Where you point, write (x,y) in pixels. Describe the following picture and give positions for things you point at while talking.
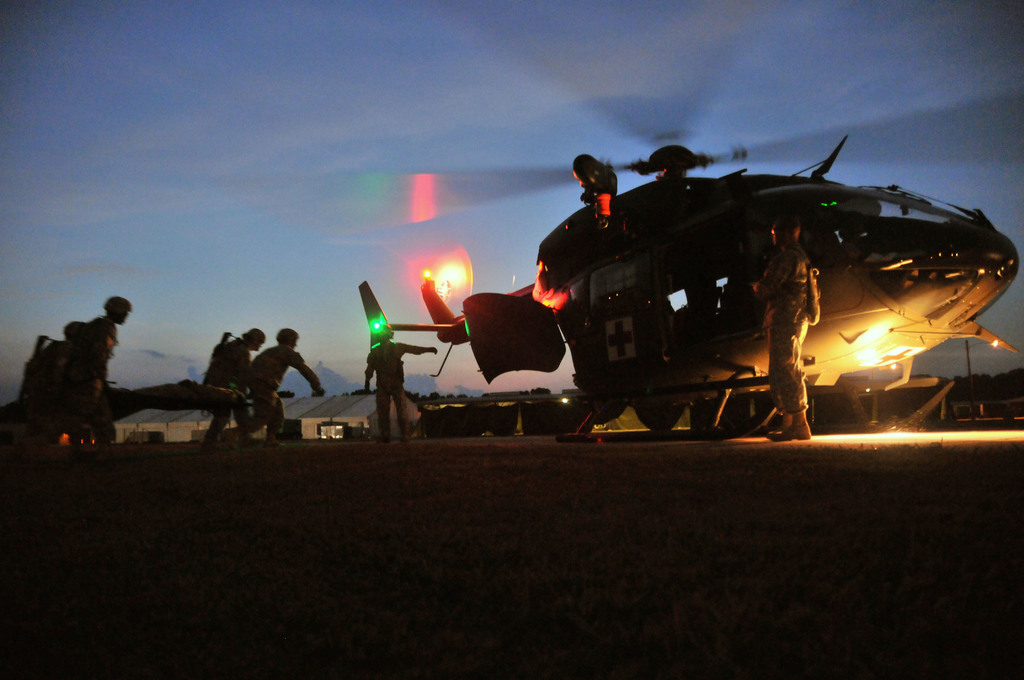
In this image I can see an aircraft (595,428), in front (80,363) I can see few persons (244,362) some are walking and some are standing. Background (460,429) I can see few houses (169,427), trees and the sky (180,39) is in blue and white color.
